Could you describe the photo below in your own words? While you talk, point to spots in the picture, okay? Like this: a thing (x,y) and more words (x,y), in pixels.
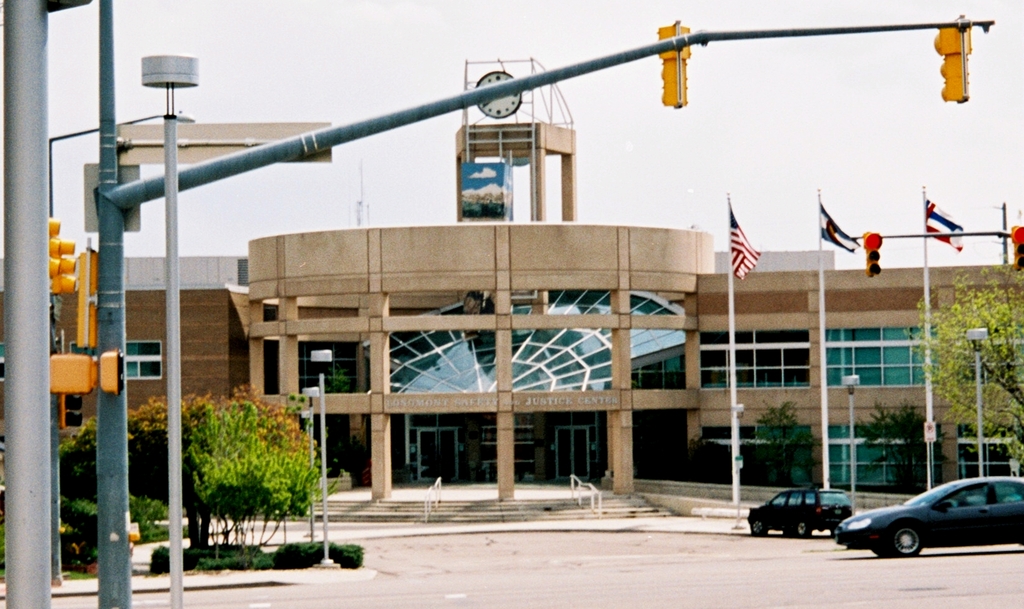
As we can see in the image there is a building (565,354), flags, traffic signals (947,46), clock (504,109), stairs (467,506), trees (995,390), lights (978,384), cars (947,514) and sky (374,22).
